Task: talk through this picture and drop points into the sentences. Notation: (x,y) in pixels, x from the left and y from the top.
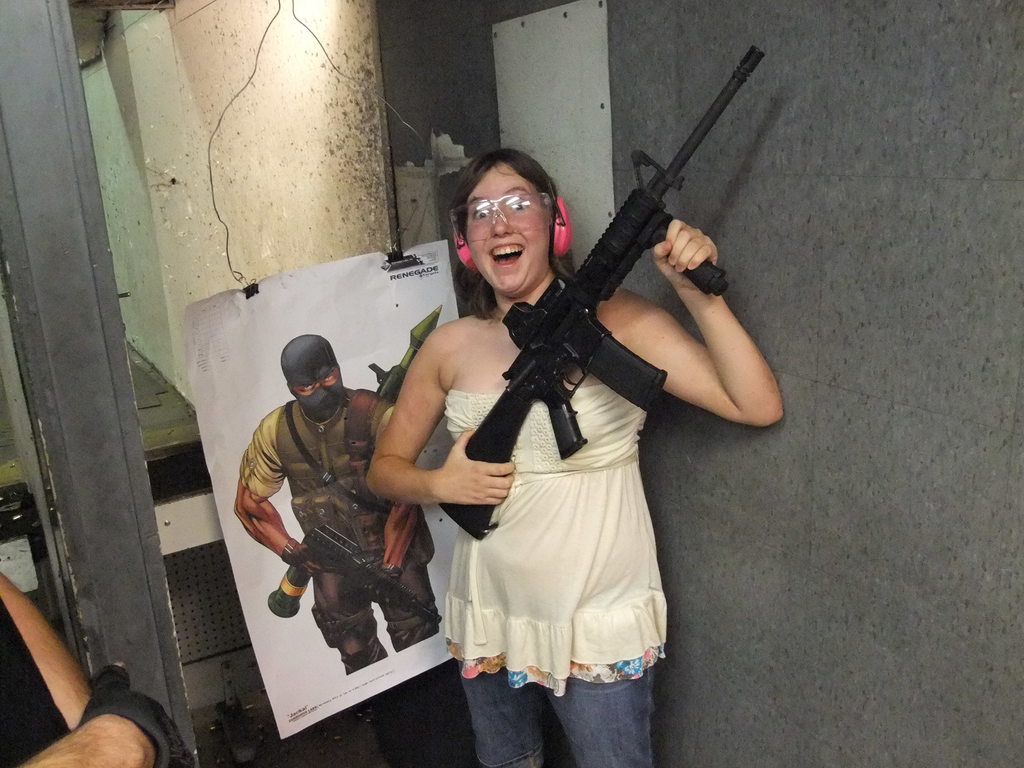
In the center of the picture (499,284) there is a woman (507,305) holding gun (564,325), behind her there is a poster (314,571). On the left (50,673) there is a person hand (42,636).
